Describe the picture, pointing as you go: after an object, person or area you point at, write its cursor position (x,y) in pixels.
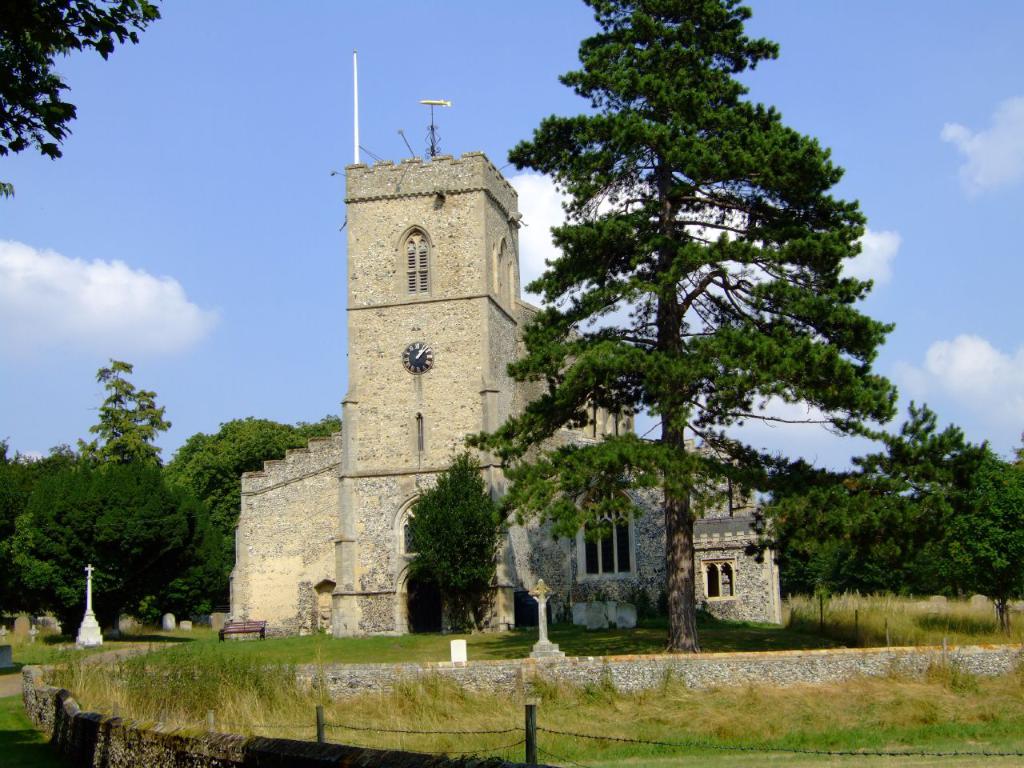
In this image we can see the wall (483,767), fence (483,749), grass (518,744), stone building (369,589), trees (806,589), wooden bench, and the blue color sky (86,201) with clouds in the background (441,115).
